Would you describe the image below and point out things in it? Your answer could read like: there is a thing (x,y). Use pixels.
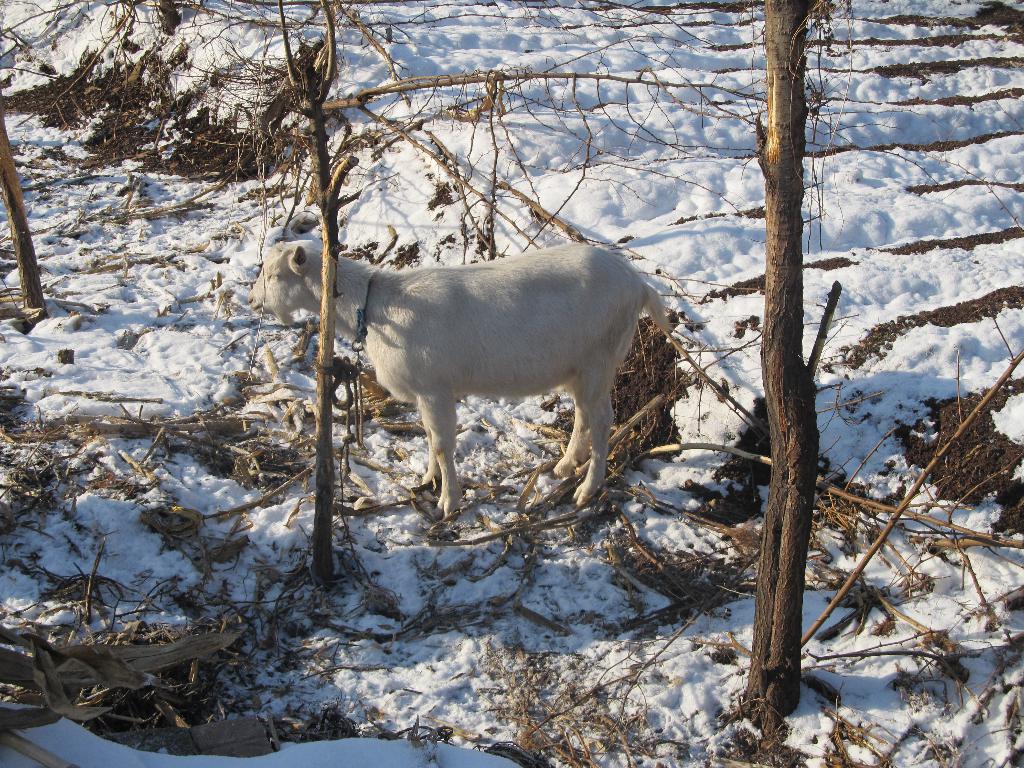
In this image, I can see a goat (435,330) standing, which is white in color. I can see the trees (316,166). These are the dried leaves (231,532) lying on the snow (835,372).
